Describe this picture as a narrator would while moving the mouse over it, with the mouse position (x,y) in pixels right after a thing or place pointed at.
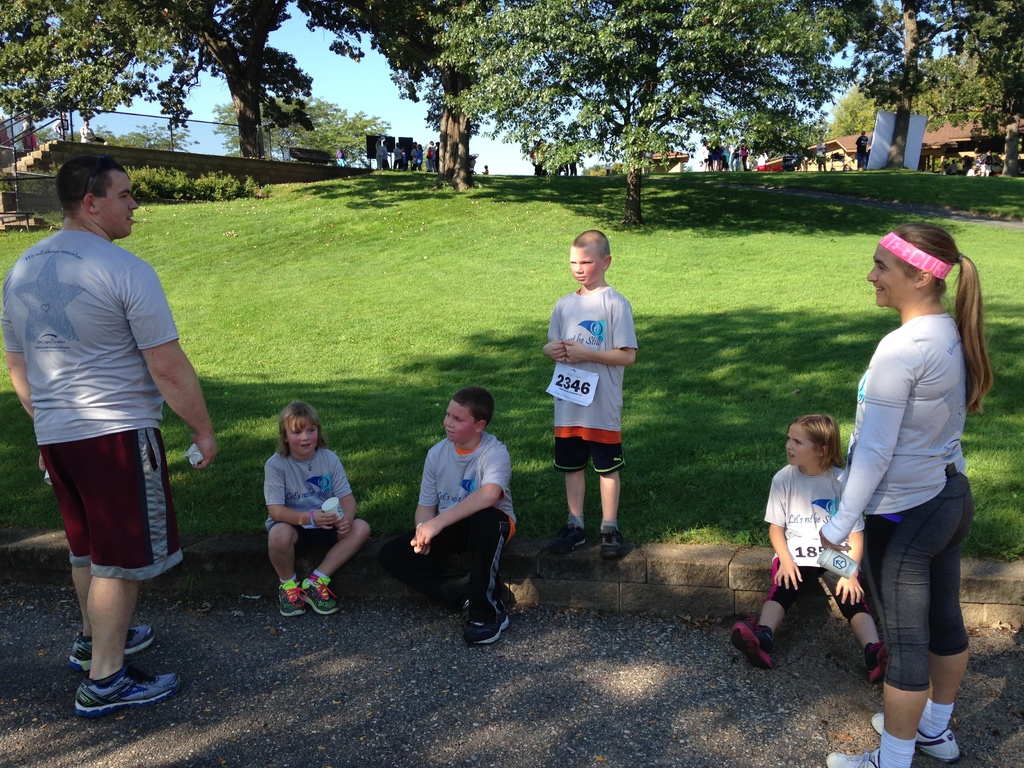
It is a park (726,381) and few kids (321,468) were sitting in front of the park (744,377) and one among them is standing on the grass (518,443). In front of the kids (479,420) two people (940,463) were standing and they are looking at each other, in the background (307,95) there are many trees (482,97) and a lot of people (397,149) were standing on the grass (758,379). In the background (331,68) there is a sky (307,48).
